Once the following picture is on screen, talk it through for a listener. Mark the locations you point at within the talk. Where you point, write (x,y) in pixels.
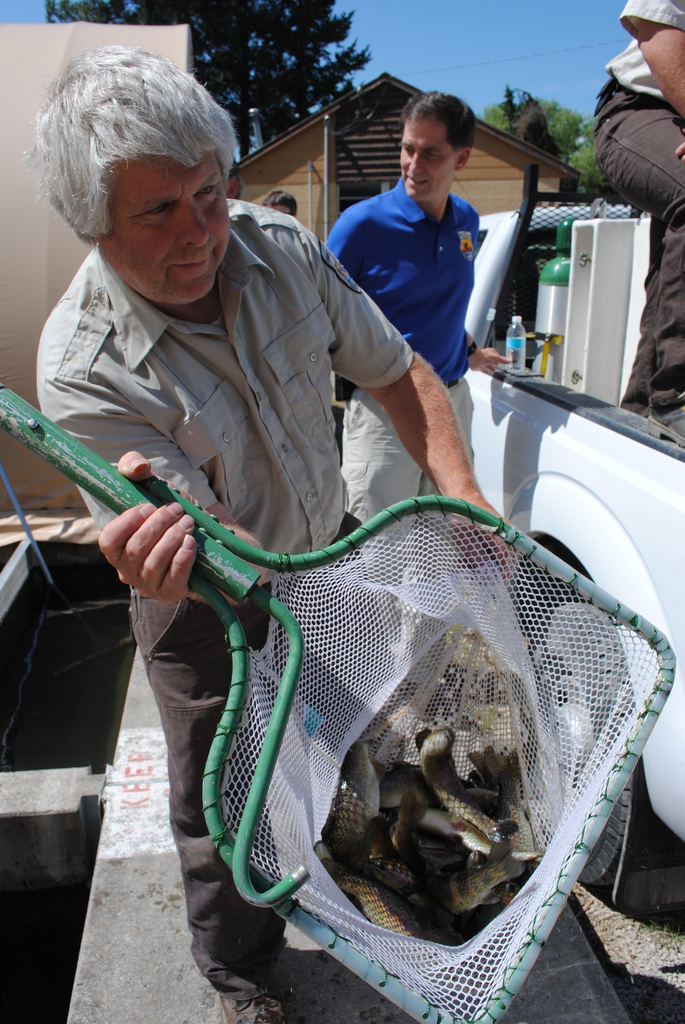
In the middle of the image (424,465) few persons (170,105) are standing and holding something in their hands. Behind them there is a vehicle (578,454), on the vehicle (581,442) a person (625,52) is standing. At the top of the image (410,95) there is a building (307,125) and there are some trees (569,149). Behind the trees (549,149) there is sky (390,8).
